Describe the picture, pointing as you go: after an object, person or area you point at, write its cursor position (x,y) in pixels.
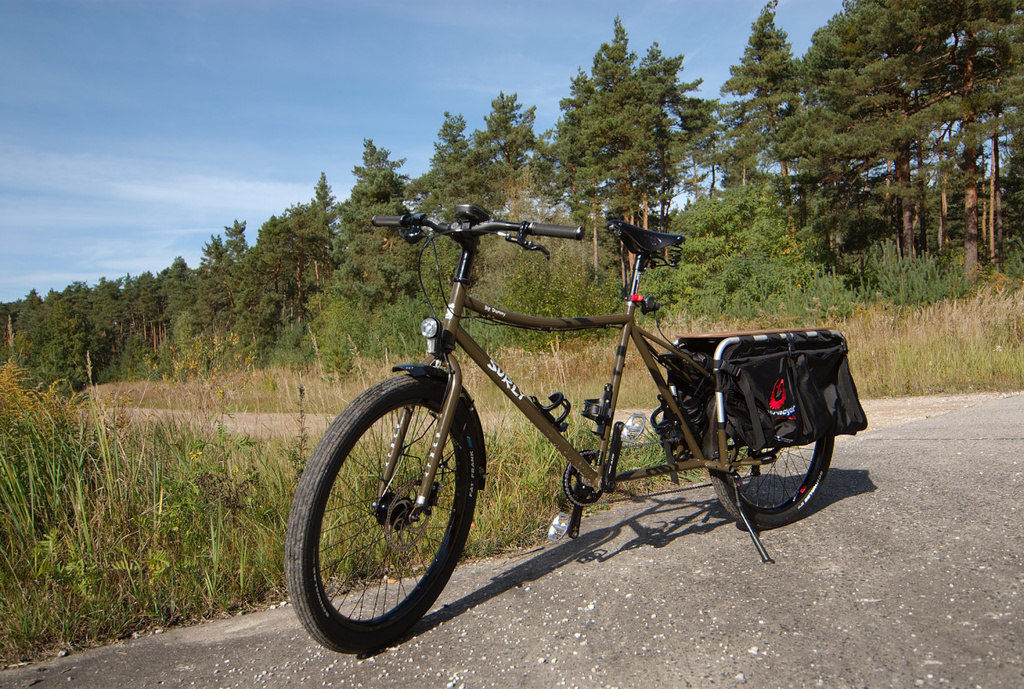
This picture is clicked outside the city. In the center (630,252) there is a bicycle (630,230) parked on the ground (777,562). On the left (119,462) we can see the plants (233,519) and the green grass (169,513). In the background (341,68) there is a sky (413,99), trees (483,157), plants (737,315) and the dry grass (958,347).
